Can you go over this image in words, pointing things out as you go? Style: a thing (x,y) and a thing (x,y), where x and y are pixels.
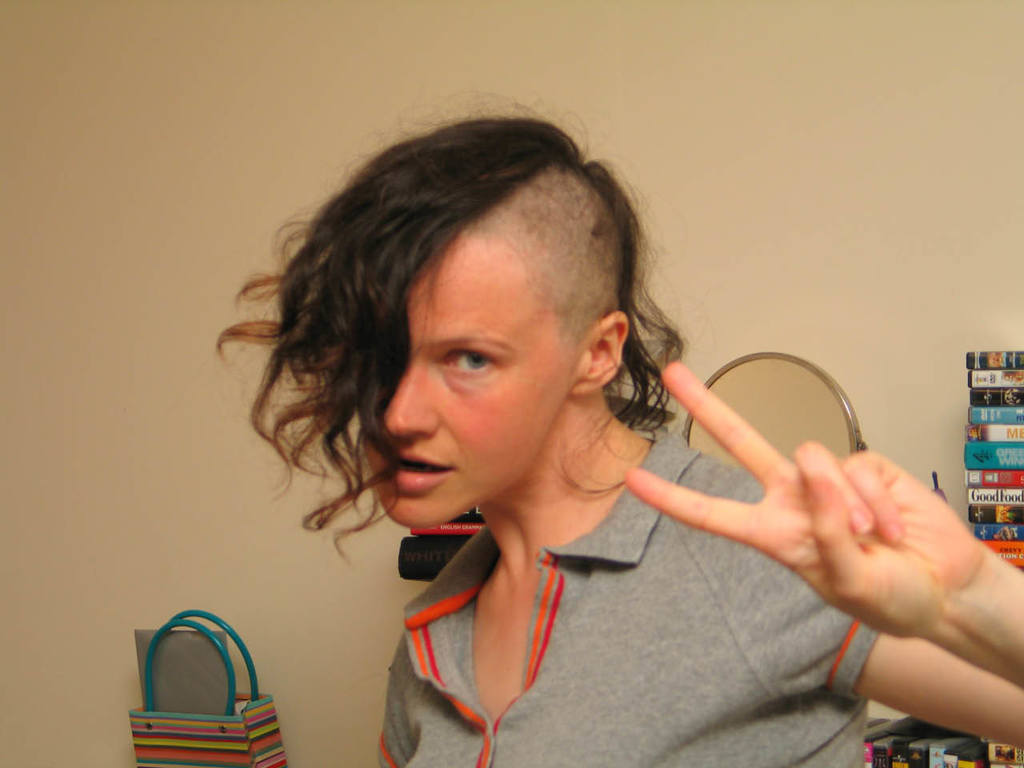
In this image we can see a person (424,399), behind the person (659,537) there is a mirror (806,408) and some books (973,429).
